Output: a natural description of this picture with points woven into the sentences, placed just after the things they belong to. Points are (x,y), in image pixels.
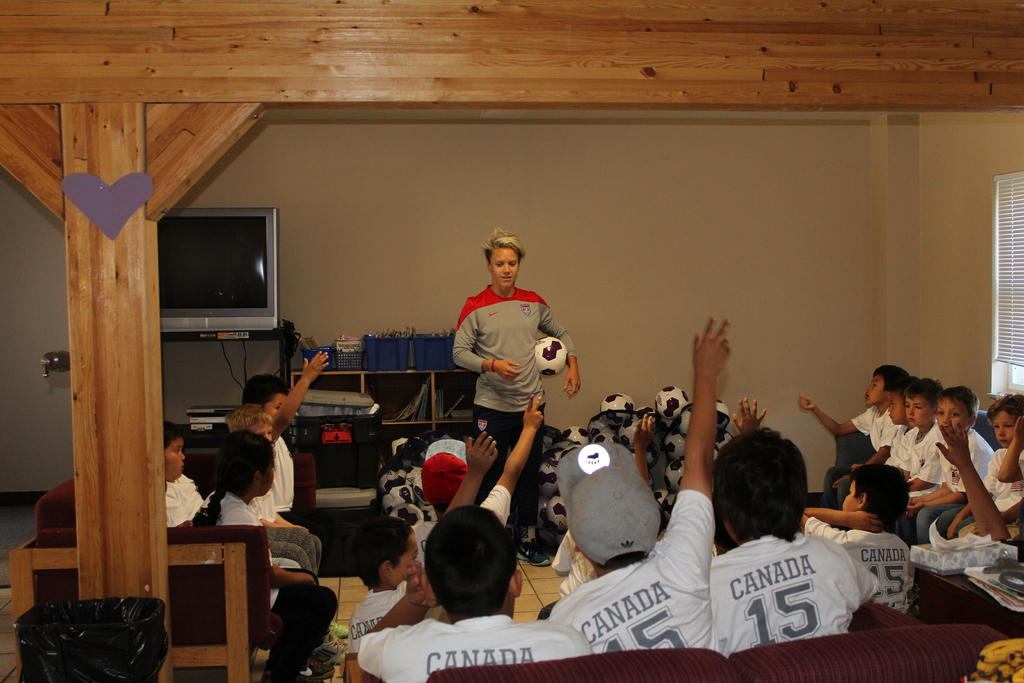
There is a coach (494,391) giving lecture to the children (456,481) and beside him there are plenty of balls (621,434) and behind the person (479,347) there is a table (386,414) and few objects (376,353) are kept on the table (421,378) and in the left side (246,290) there is a television (244,299) and in the background (880,269) there is a wall (917,277), there is a window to the right side of the wall (885,281).
